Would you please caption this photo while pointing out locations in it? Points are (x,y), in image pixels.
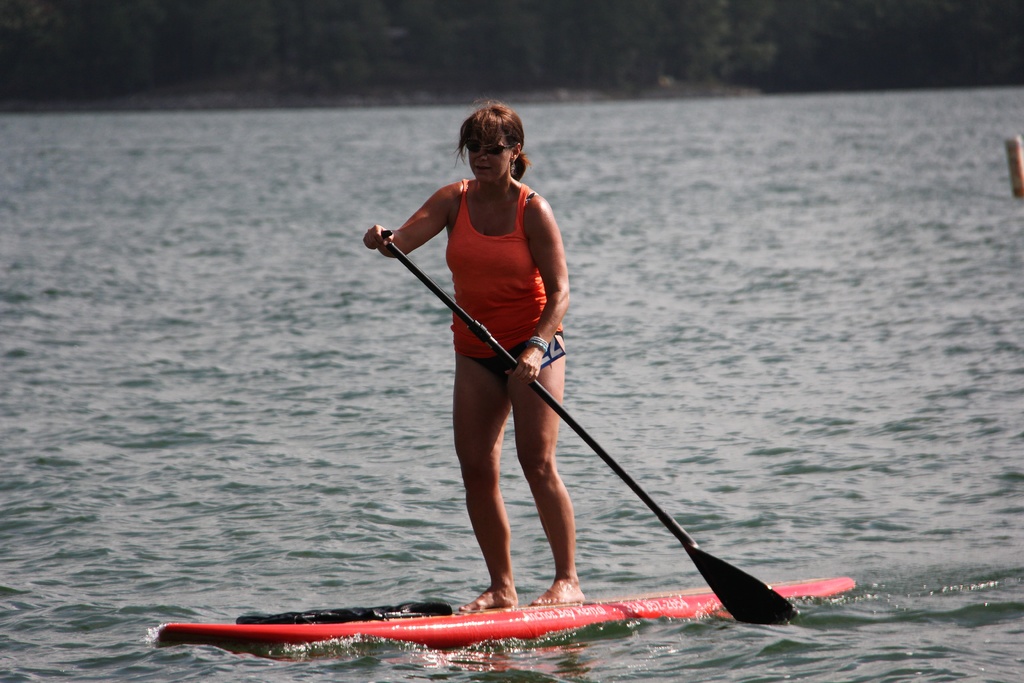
In this image there is a woman (538,473) standing on a surfboard (400,625). She is rowing with the help of a paddle (740,607). There is water (176,150) around her.
